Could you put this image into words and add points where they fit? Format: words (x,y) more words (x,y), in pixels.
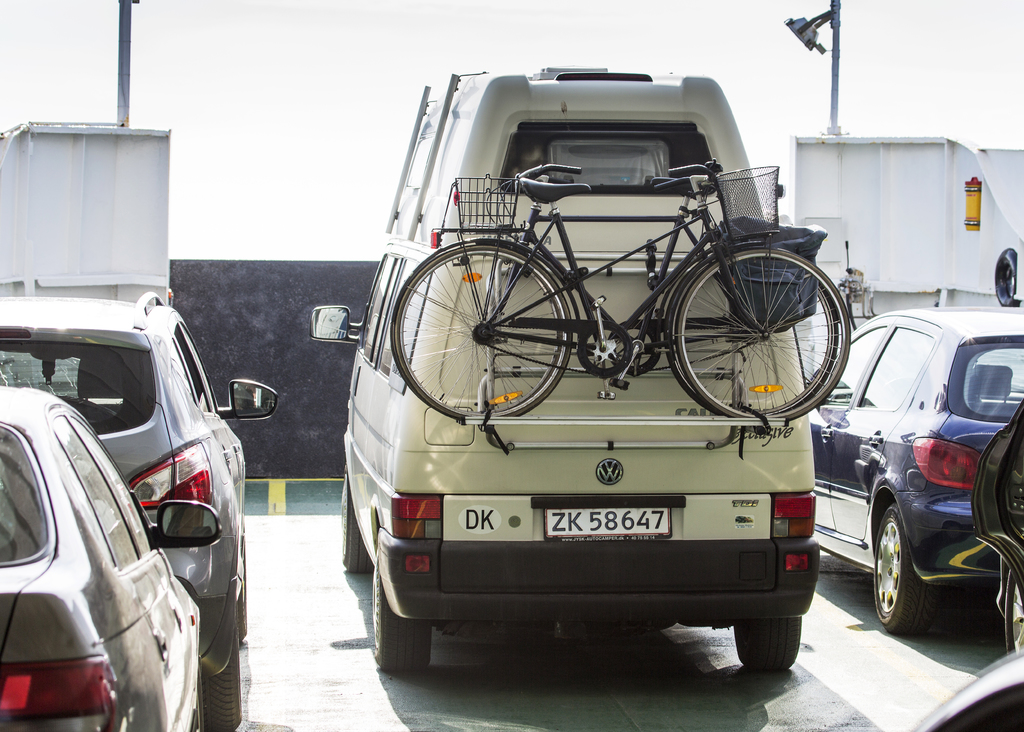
This image consists of some vehicles (561,503) in the middle (472,412). There are cars (510,485), bicycles (410,382). They are of different colors.
